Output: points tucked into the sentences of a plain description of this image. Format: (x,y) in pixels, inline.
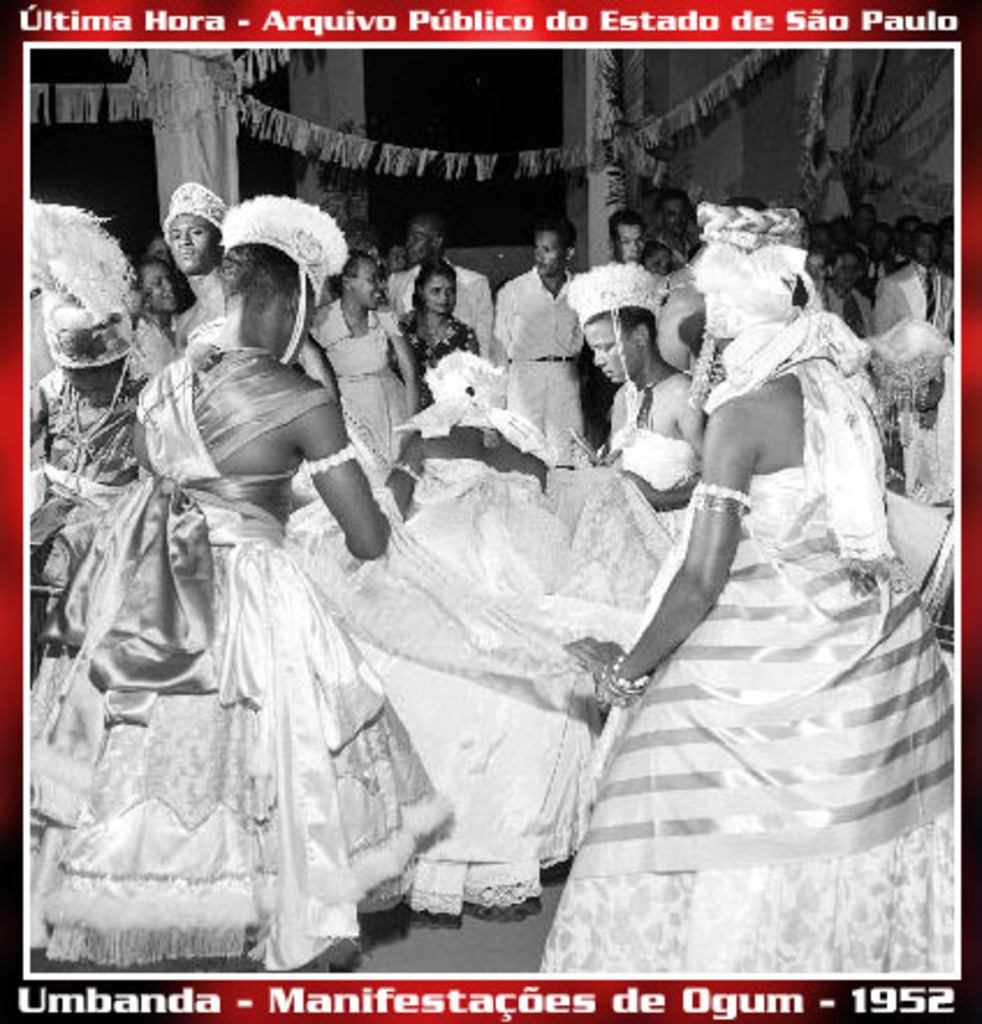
In this image I can see people (457,539) among them some are wearing costumes (548,620). Here I can see some text (298,19) on the image. This picture is black and white in color.
